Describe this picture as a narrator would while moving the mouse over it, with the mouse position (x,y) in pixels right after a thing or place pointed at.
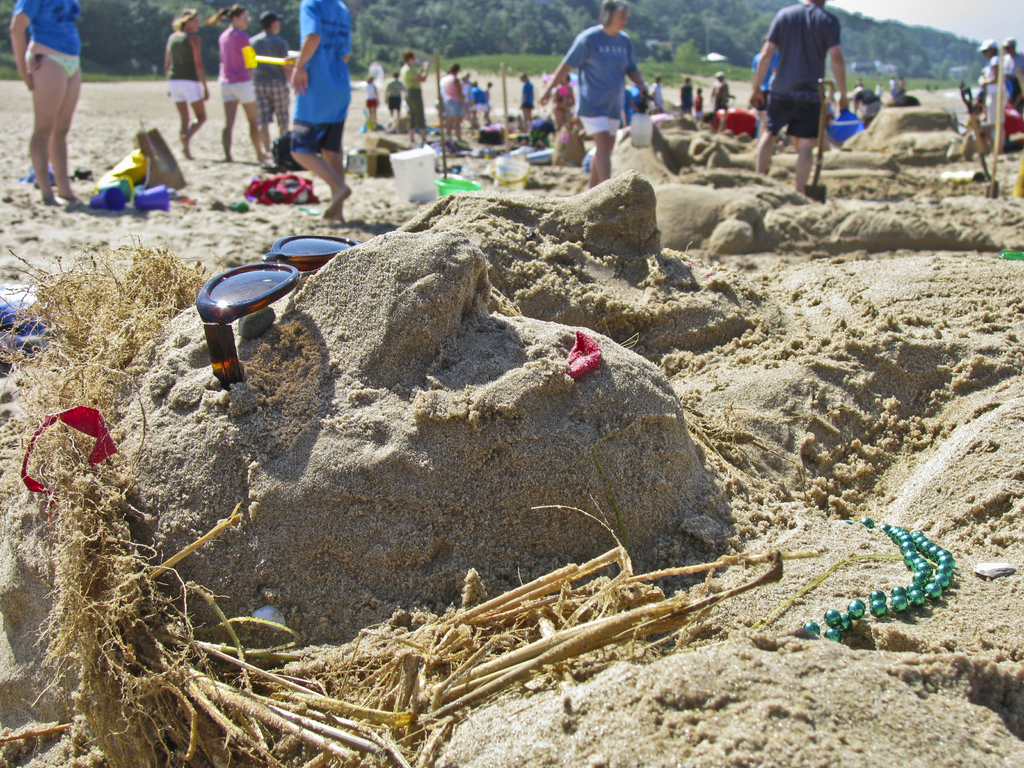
At the bottom of the image (225,605) there is sand (365,565). There is sunglasses (277,291). There are people (267,70). In the background of the image (655,10) there are trees (368,15) and mountains (758,49).
